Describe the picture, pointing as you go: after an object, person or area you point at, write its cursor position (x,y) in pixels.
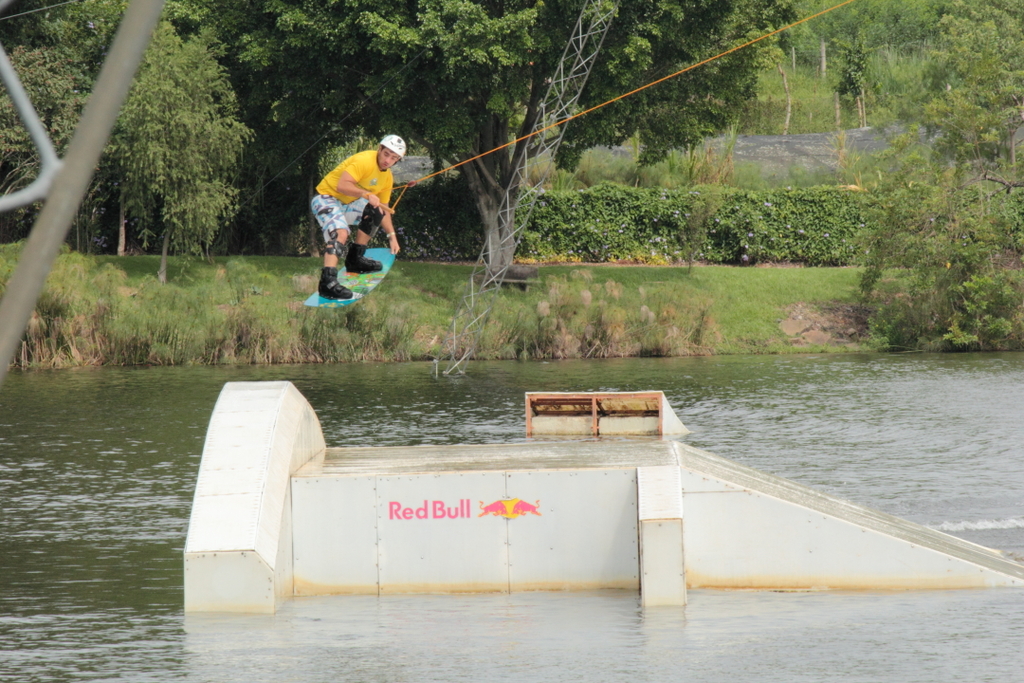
To the bottom of the image (803,631) there is water (1006,512). In the middle of the water (174,611) there is a white wall (483,470) with a slope (719,465). And on the wall (626,468) there is a red bull (525,509) written on it. In the middle of the image (371,254) there is a man (336,182) with yellow t-shirt (374,179) and wearing the wakeboard (363,286) to his legs (364,235) and holding the rope (516,140) in his hands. Behind him in the background (310,209) there are many trees (510,85) and on the ground (452,305) there is a grass (458,294). And also there is a tower (466,342) in the water (425,366).
